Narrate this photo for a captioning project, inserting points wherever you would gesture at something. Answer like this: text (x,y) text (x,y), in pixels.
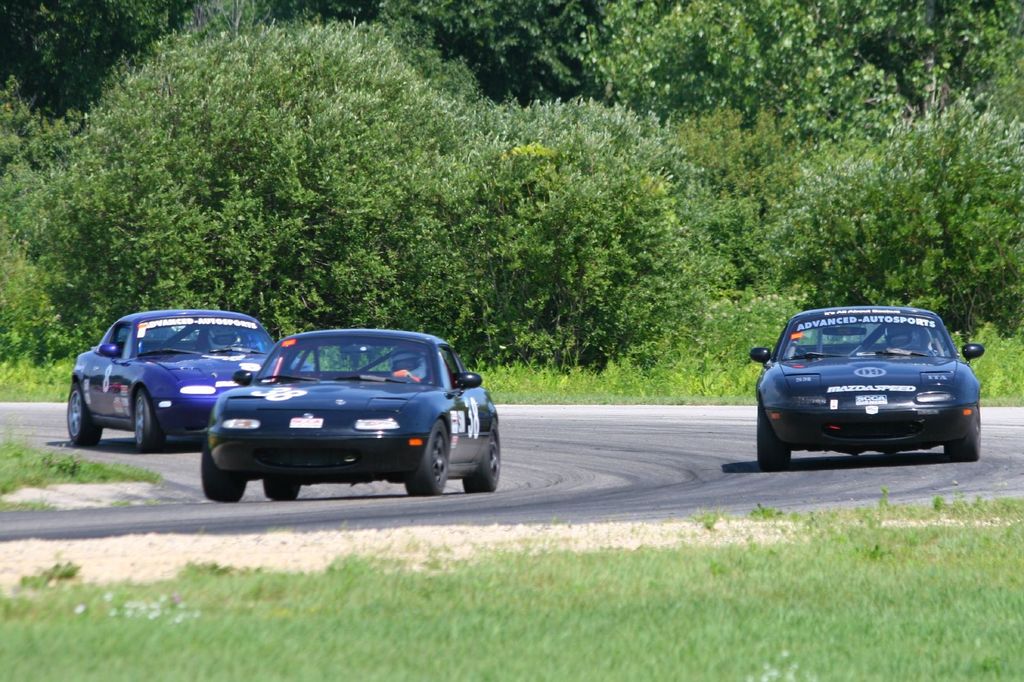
Here there are cars (945,346) on the road (549,501), here there are trees (979,137) and these is grass (613,639).
